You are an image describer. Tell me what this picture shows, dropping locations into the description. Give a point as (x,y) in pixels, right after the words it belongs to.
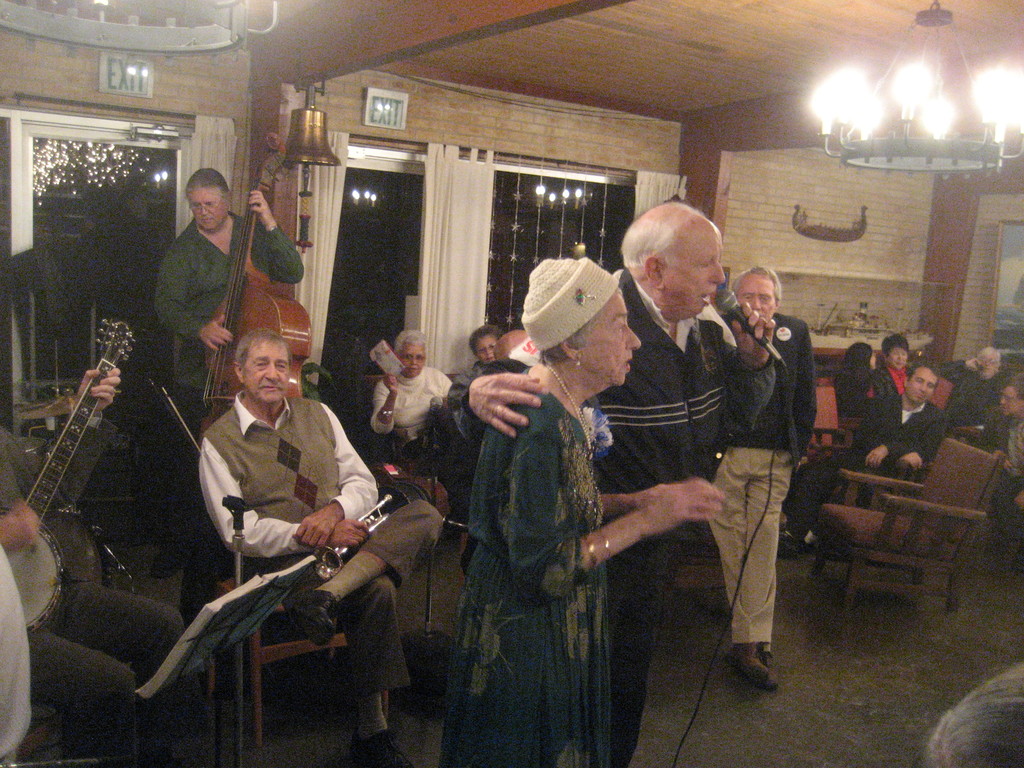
This picture shows the inner view of a room (924,50), one light set (943,123) attached to the ceiling (592,71), dome lights (132,51), few objects (120,63) hangs near the glass door (542,214), some curtains (647,183) attached to the glass doors (99,159), one object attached to the ceiling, some chairs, one bell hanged to the ceiling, some people (436,375) are sitting on the chairs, two person's (30,637) playing musical instruments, few objects (820,232) attached to the wall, one frame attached to the wall (967,266), some objects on the floor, some objects (871,332) on the table (820,352) near the wall (858,250), one book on the stand (220,657), few people (705,365) are standing, few people (249,537) are holding objects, one man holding a microphone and singing in the middle of the image (679,453).
